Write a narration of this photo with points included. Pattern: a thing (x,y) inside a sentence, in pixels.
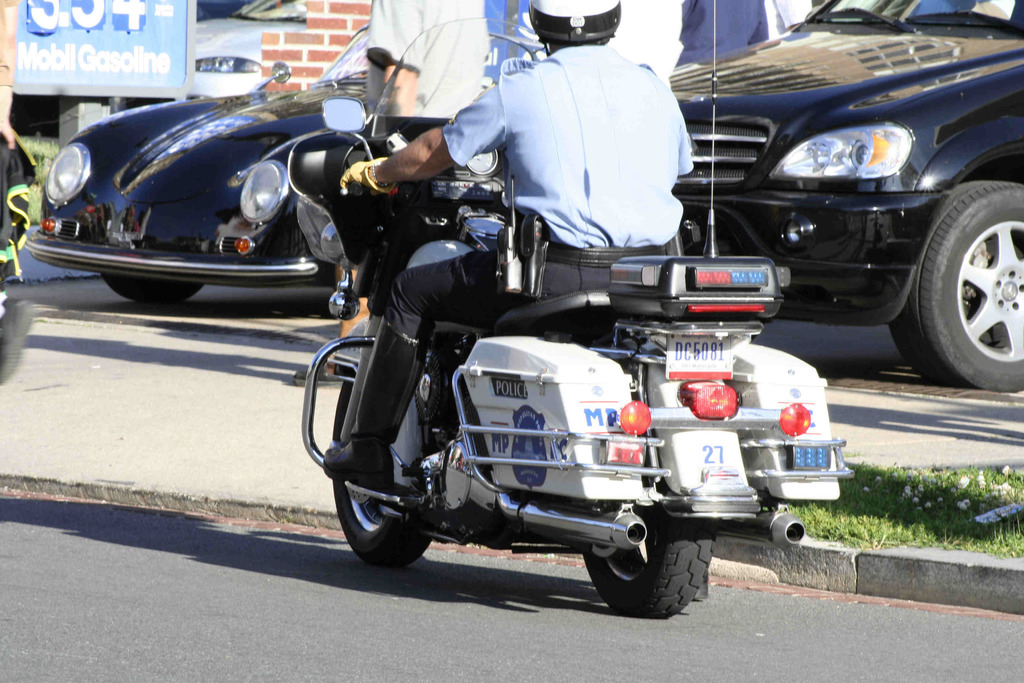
In this image I can see the road (250,616). I can see a person (621,162) sitting on the vehicle (480,403). In the background (718,163), I can see the cars (88,151) and a wall (134,55) with some text (101,55) written on it.
